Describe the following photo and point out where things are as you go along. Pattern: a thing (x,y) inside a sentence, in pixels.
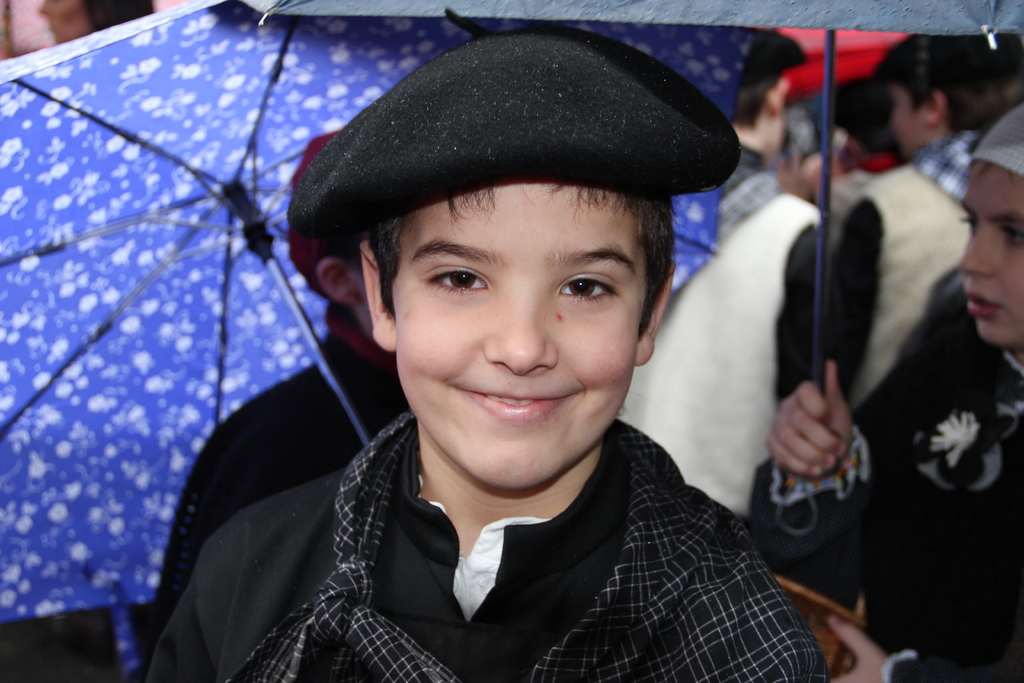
In this image there are many people (553,113). Few are holding umbrella (574,16). In the foreground (602,293) a boy (571,539) is standing wearing a cap (558,123). He is smiling.
